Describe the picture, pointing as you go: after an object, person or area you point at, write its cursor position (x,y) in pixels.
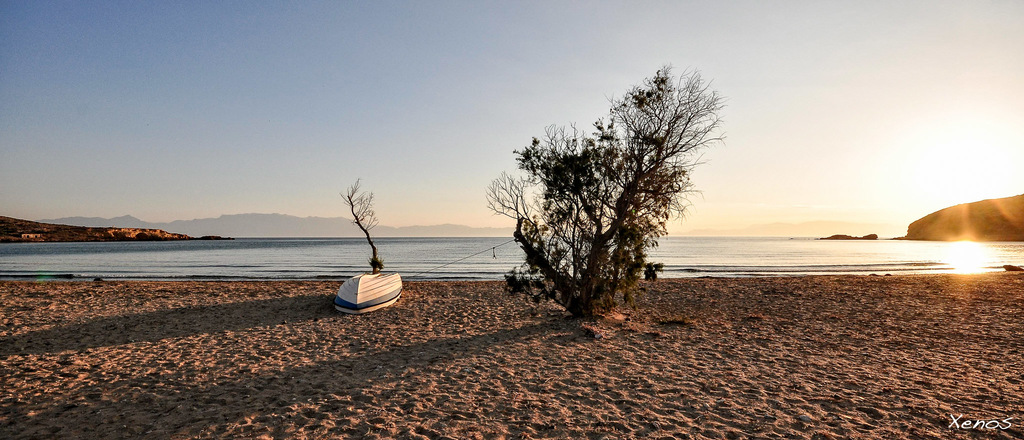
In this picture we can see a boat (380,301) and trees (570,242) on the ground (506,394) and in the background (186,214) we can see mountains (925,228), water (297,271) and the sky (461,75).
